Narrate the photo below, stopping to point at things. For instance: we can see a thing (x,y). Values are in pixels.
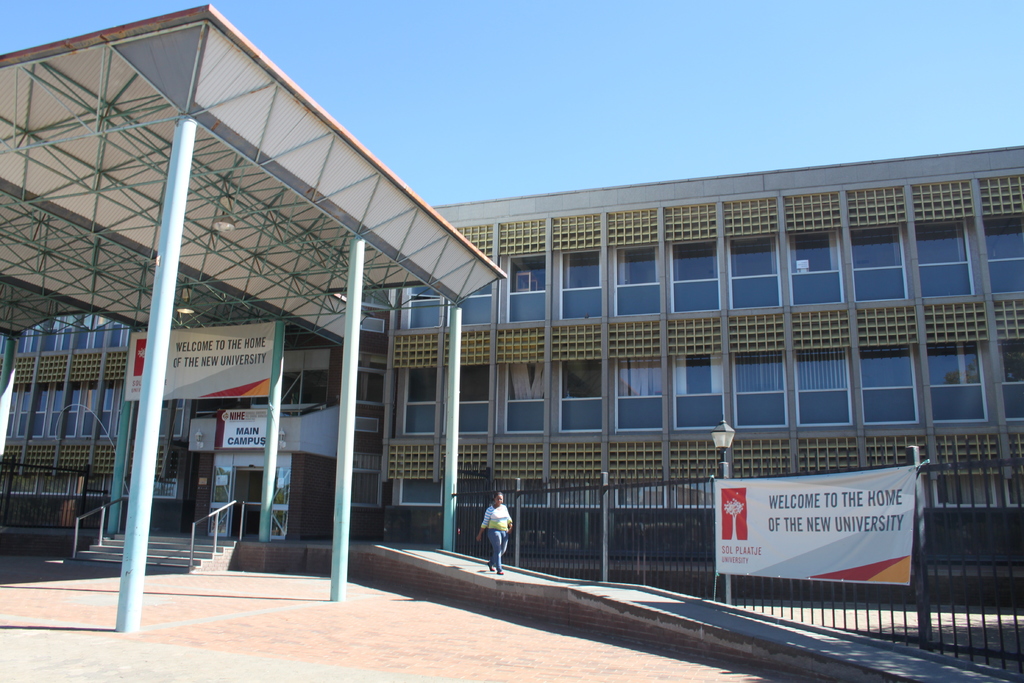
In this picture we can see a building (577,283), few metal rods (251,259), lights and hoardings (245,358), in front of the building (428,355) we can see fence (706,512) and a woman (490,536).
